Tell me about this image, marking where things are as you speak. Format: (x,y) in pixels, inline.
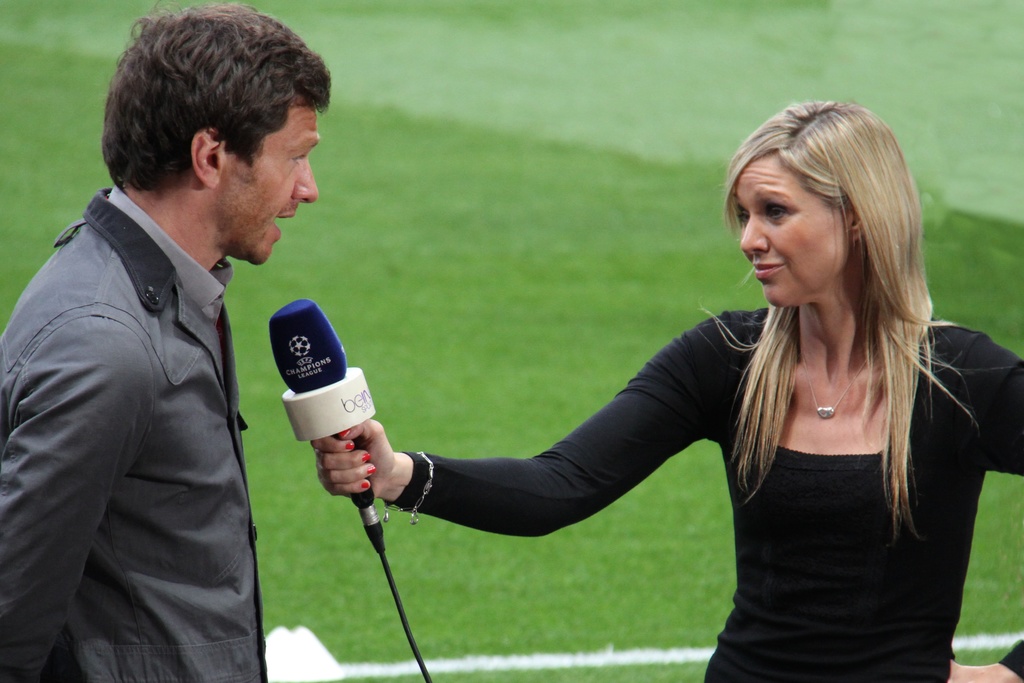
In this image we can see a man (76,640) and a woman (336,479) standing in the opposite direction. In that the woman (780,489) is holding a mic (365,494). On the backside (530,297) we can see some grass (541,324).
